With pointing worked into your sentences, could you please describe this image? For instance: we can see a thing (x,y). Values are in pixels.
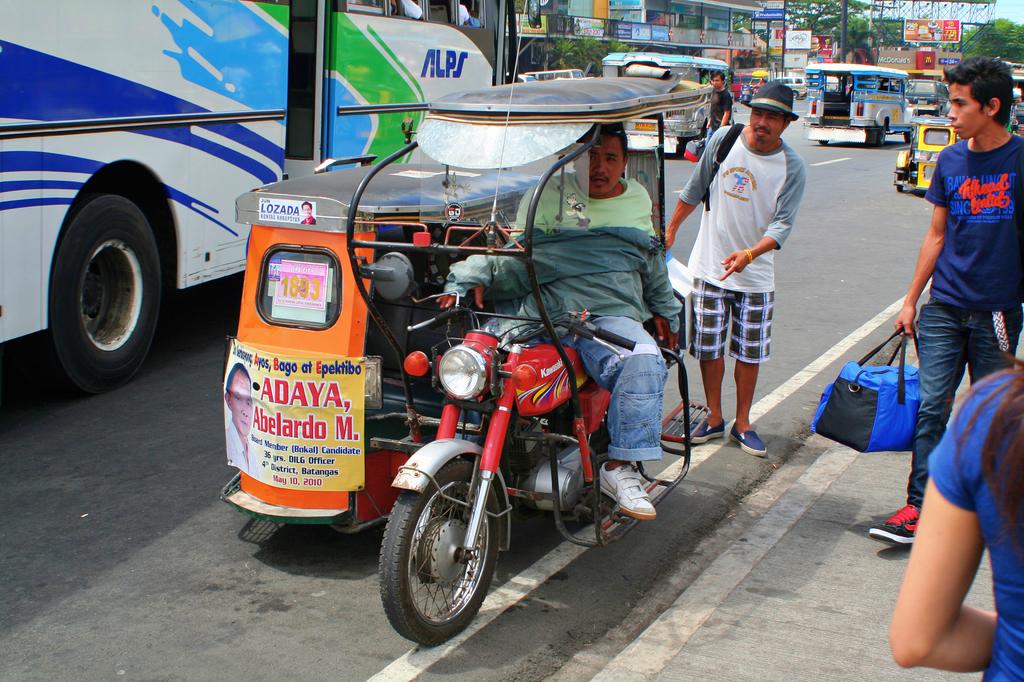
In this image i can see a vehicles (819,95) on the road (872,202). In front (590,261) there is a person (587,350) sitting on the bike (599,336). On the right side (915,288) there is a person (909,302) holding a bag (902,390) and walking. At the back side (716,19) there is a building (694,29) and stores (634,29). There are trees (967,42).
